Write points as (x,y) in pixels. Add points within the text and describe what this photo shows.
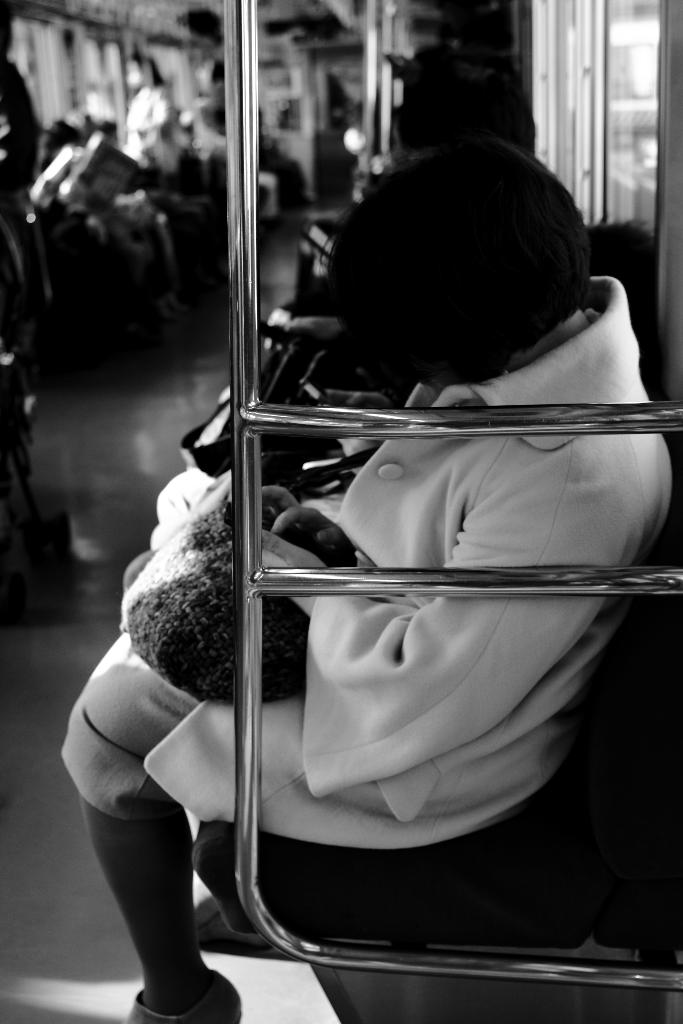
In the image we can see there are people (388,360) wearing clothes (268,789) and they are sitting on the seat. This is an internal structure (285,6) of a vehicle (250,198).
